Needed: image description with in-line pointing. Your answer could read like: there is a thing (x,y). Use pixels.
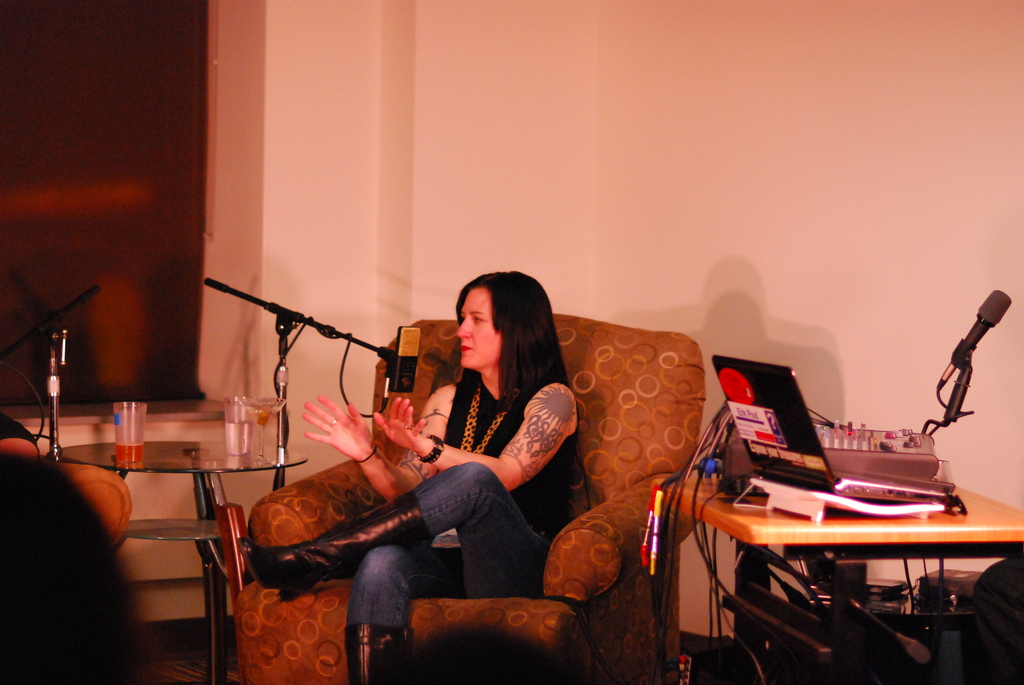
In this we can see a lady (456,456) who is sitting on sofa (538,600) and she is in front of some persons (58,519) talking and has microphone (407,379) in front of her and beside her there is a table (121,457) containing liquid (229,447) and she has desk (739,525) on her left in which laptop (820,487), microphone (949,364) and some other present. She has tattoo (550,429) somewhere on her shoulder (559,406). And she wears black shoe (359,627). It seems like an interview or something.
